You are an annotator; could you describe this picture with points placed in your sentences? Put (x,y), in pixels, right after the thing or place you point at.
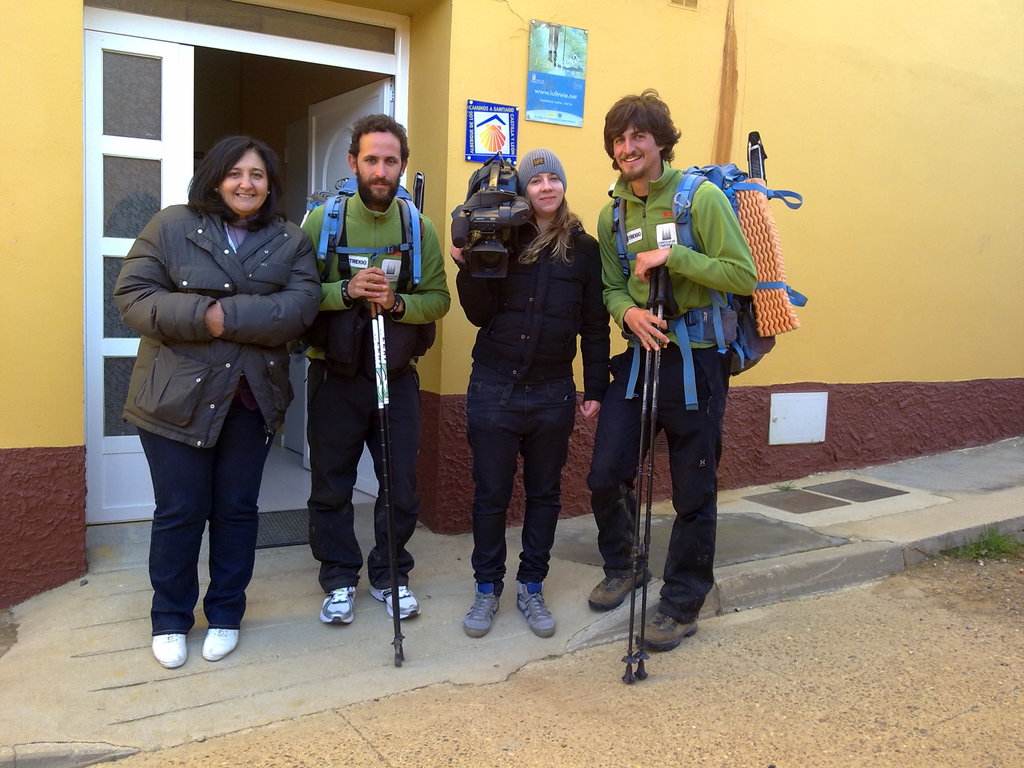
In this picture we can see four people (375,388) smiling, standing on the ground (441,653), two men (627,170) are carrying bags (681,237), holding sticks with their hands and a woman (501,312) holding a camera (484,253) with her hand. In the background (750,54) we can see posters (559,39) on the wall (814,40) and doors (346,146).
